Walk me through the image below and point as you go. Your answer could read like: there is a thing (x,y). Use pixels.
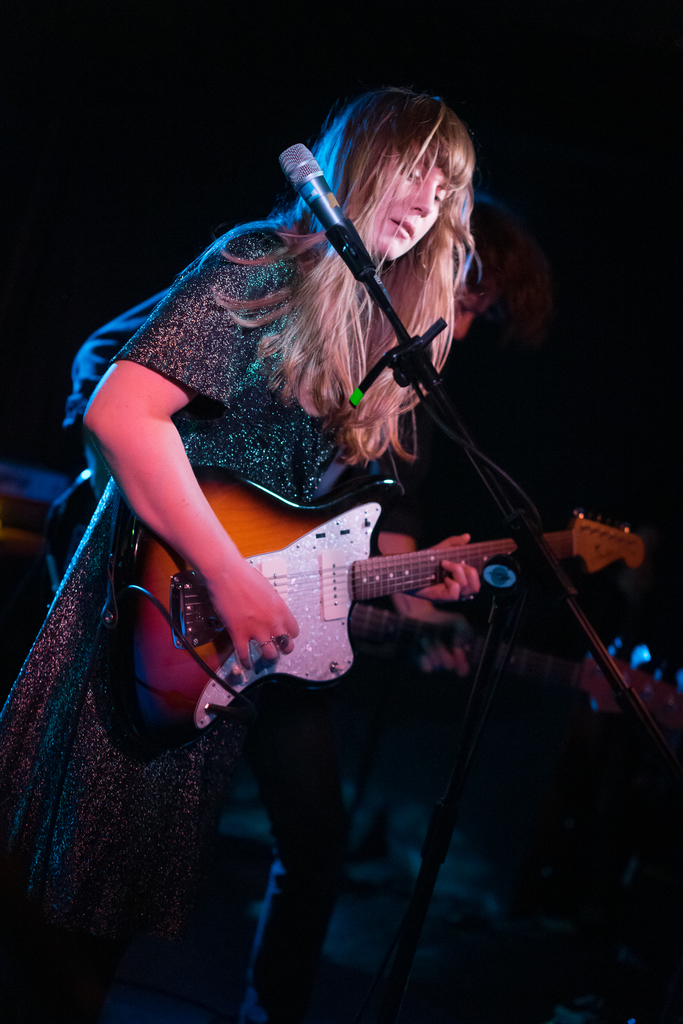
Background (624,250) is very dark. Here we can see one woman (257,428) standing in front of a mike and playing guitar (462,559). Beside to her we can see other person (538,282) playing guitar (533,670).
